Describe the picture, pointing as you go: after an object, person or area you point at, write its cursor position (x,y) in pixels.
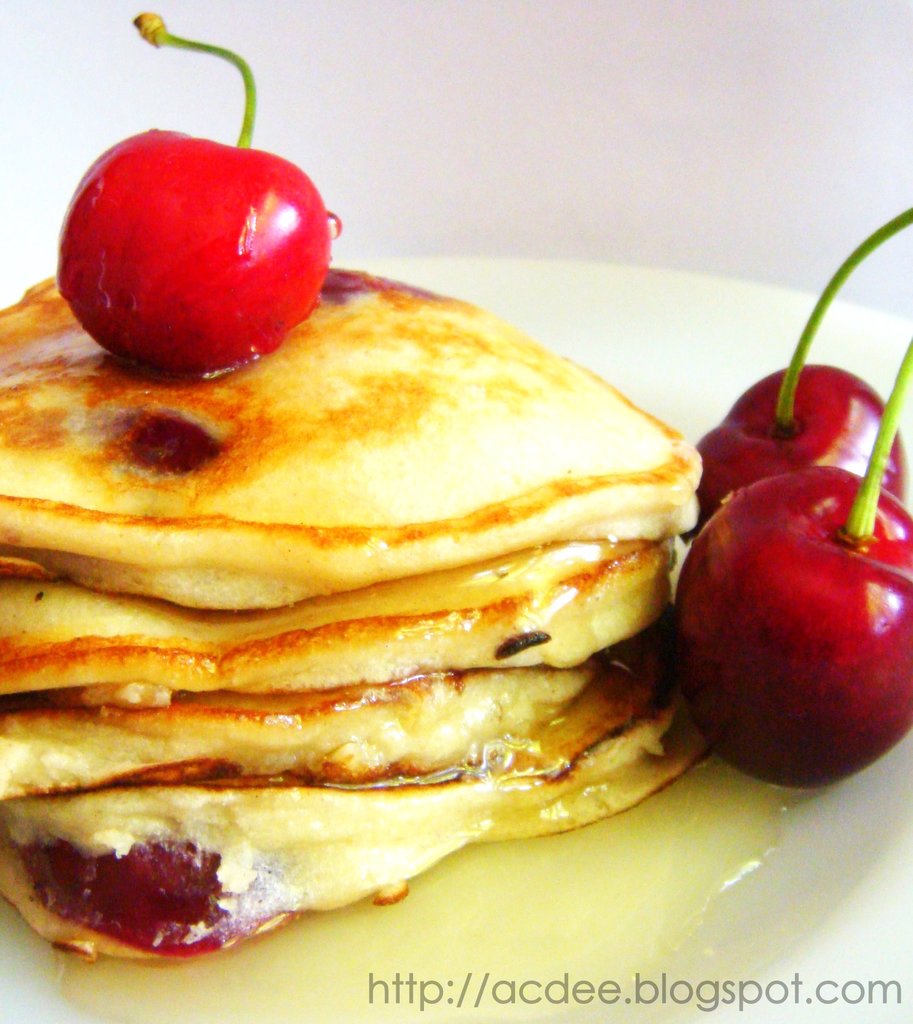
In this picture, we can see some food items (448,532) served in plate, and we can see some text (741,995) on the bottom right side of the picture (726,987).
